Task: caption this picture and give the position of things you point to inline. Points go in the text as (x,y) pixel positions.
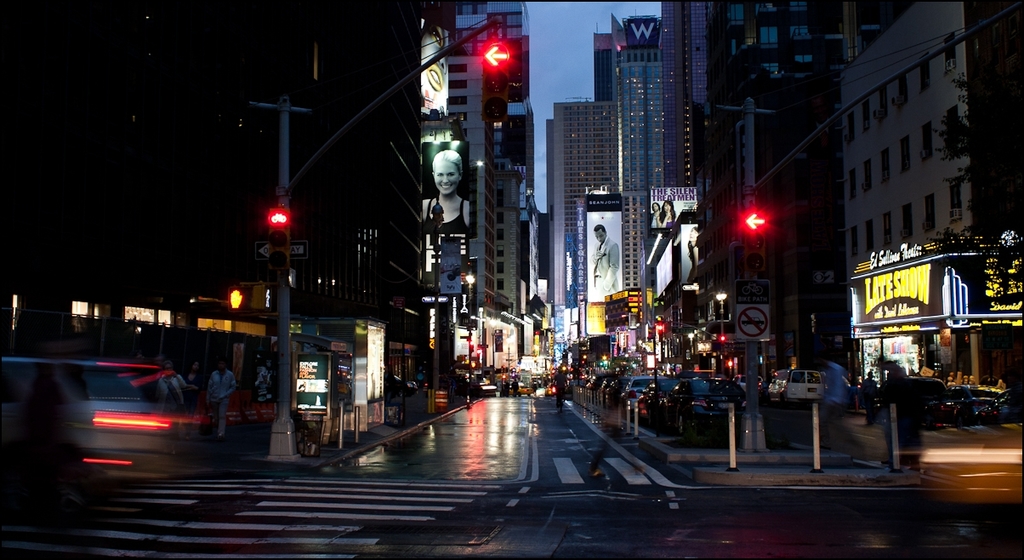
This is an image clicked in the dark. At the bottom (384,545) there is a road (299,530). On both sides of the road (465,426) there are many poles (656,363) and buildings (419,180). Here I can see many vehicles (138,455) on the road (518,481). In the background (531,363) there are many lights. At the top of the image (566,42) I can see the sky (584,38).
